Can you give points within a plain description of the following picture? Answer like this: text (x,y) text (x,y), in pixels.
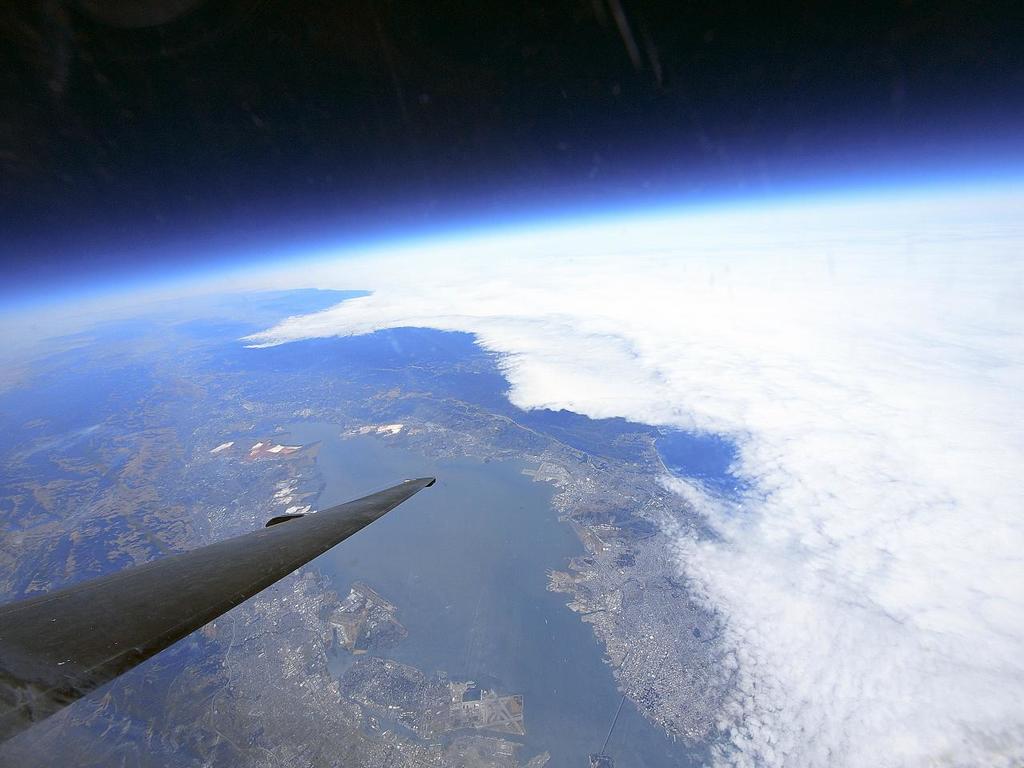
In the bottom left corner (33,679) I can see the plane's wings (277,546) which is flying in the sky (730,12). In the background (611,339) I can see the water (488,551), city (615,681), clouds (751,403) and trees (271,353). At the top (205,64) I can see the sky (602,8).
